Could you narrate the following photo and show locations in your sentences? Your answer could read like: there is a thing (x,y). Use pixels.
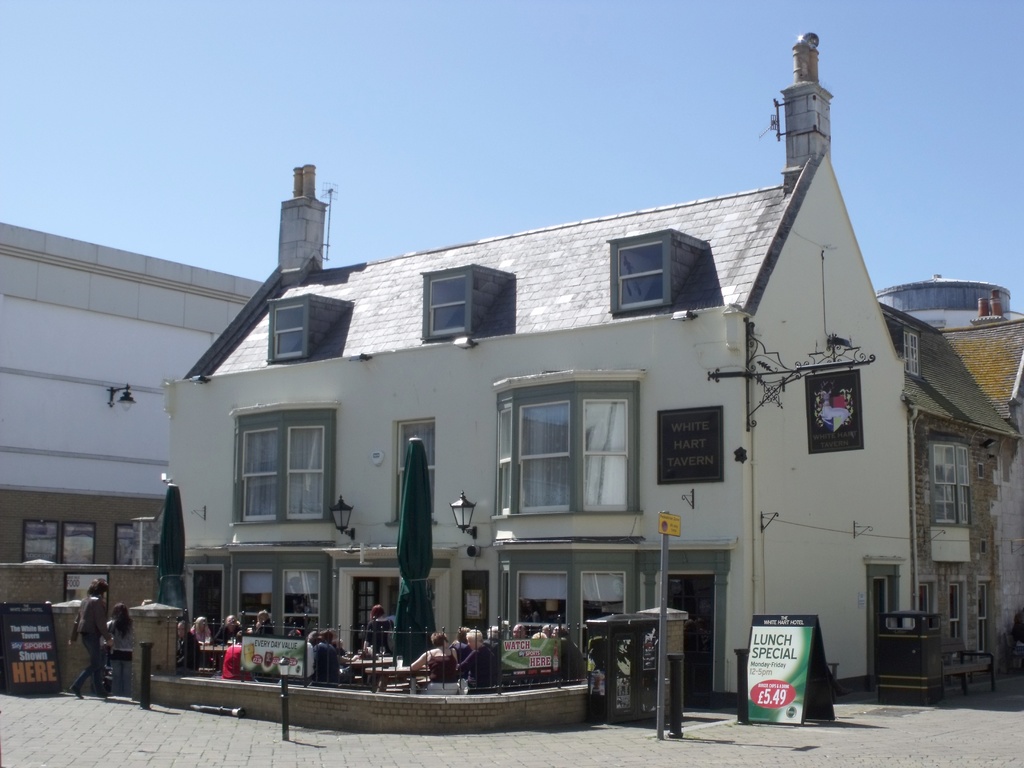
In this picture I can observe a house (289,391). There are windows (304,442) in this house (522,500). I can observe a board (804,675) on the right side (801,692). There is a person (96,620) walking on the left side (88,645). In the background (364,106) there is sky (364,106).
